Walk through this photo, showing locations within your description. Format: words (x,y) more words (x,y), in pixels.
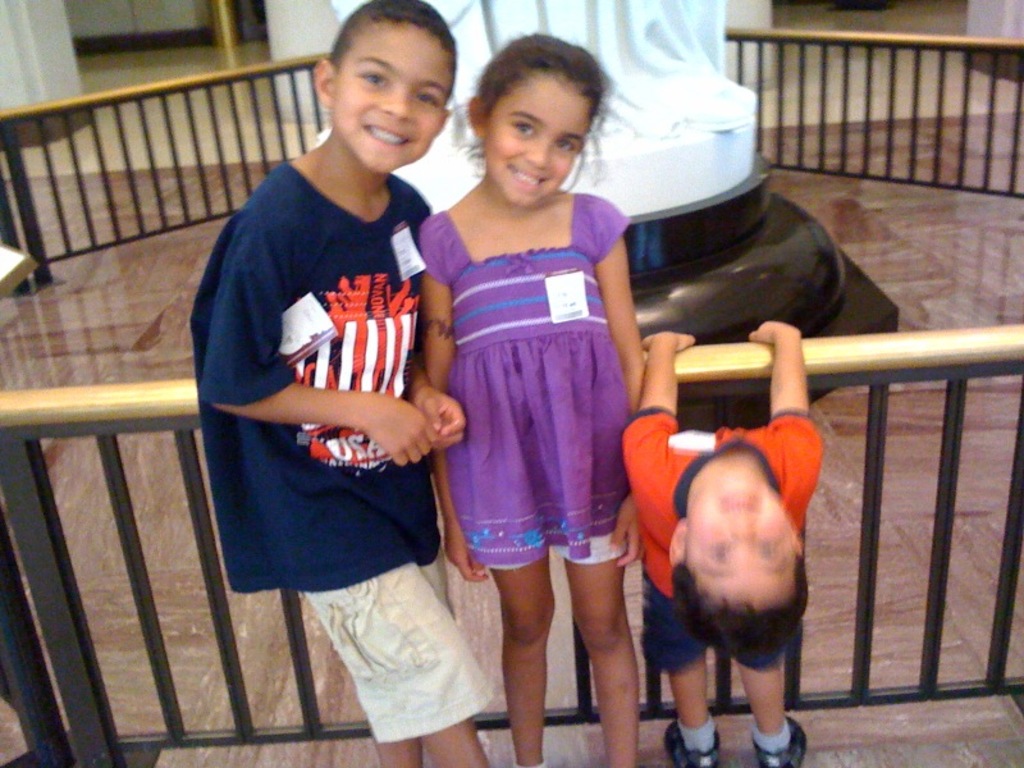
In the picture I can see a child (330,386) wearing blue color T-shirt (410,486) and a child (478,375) wearing violet color dress (511,498) are standing near the railing (221,622). Here I can see another child (737,528) wearing red color T-shirt (651,551) is standing. In the background (660,79), I can see a statue (689,298) and marble flooring (144,327).
